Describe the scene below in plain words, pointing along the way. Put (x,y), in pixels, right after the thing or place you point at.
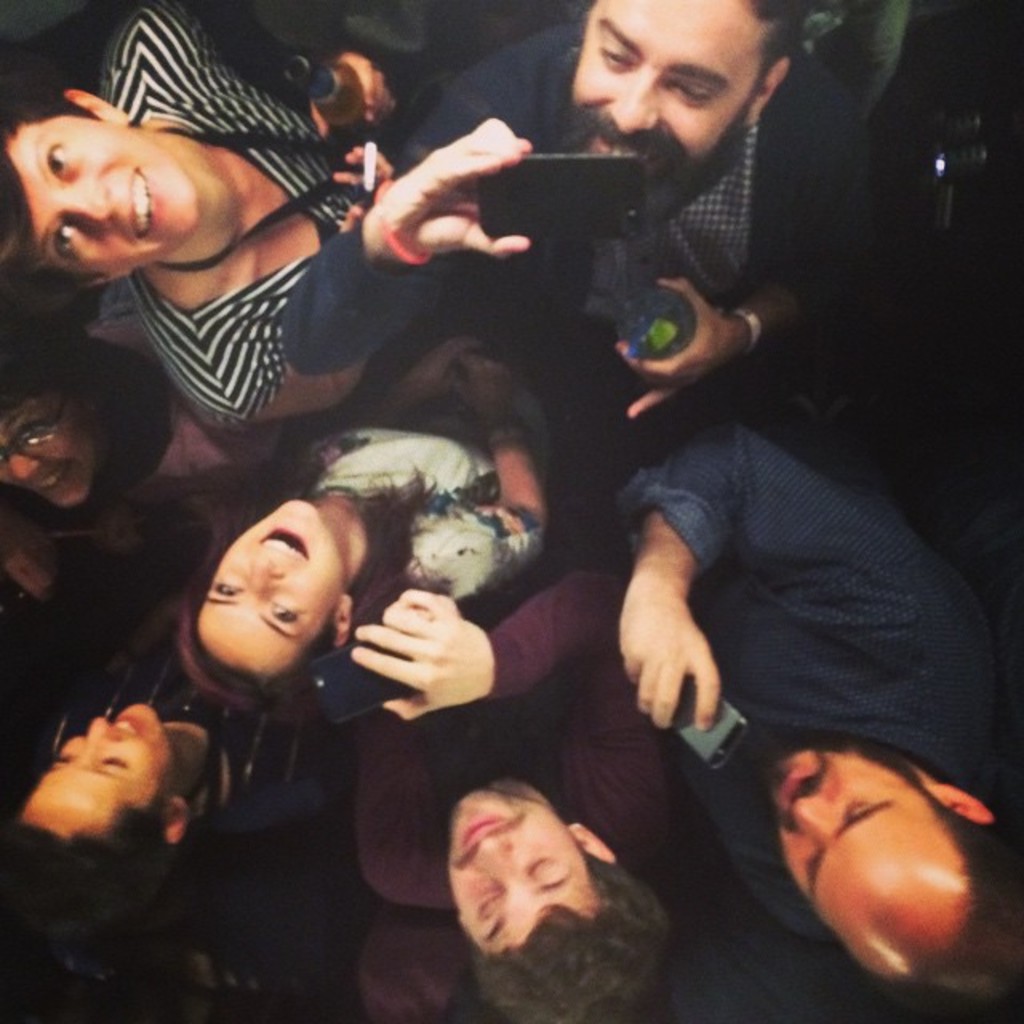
In this image we can see a group of people (389,566) and few people (476,676) are holding some objects (592,219) in their hands (380,656).
